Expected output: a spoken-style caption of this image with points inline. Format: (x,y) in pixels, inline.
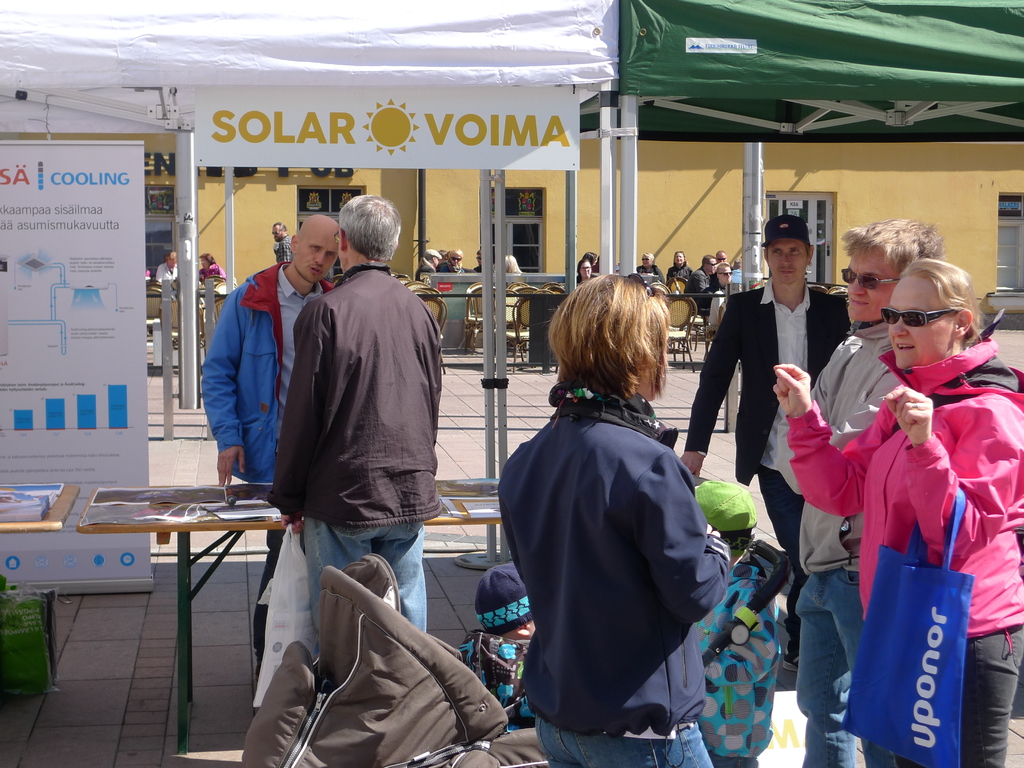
In this image, we can see persons (791,393) wearing clothes (722,318). There is a person (352,347) standing in front of the table (239,531). There is a banner (27,340) on the left side of the image (31,256). There is a stall (311,164) in the middle of the image (480,417). In the background of the image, we can see windows (539,214). There is a stroller (401,662) at the bottom of the image (436,690).
